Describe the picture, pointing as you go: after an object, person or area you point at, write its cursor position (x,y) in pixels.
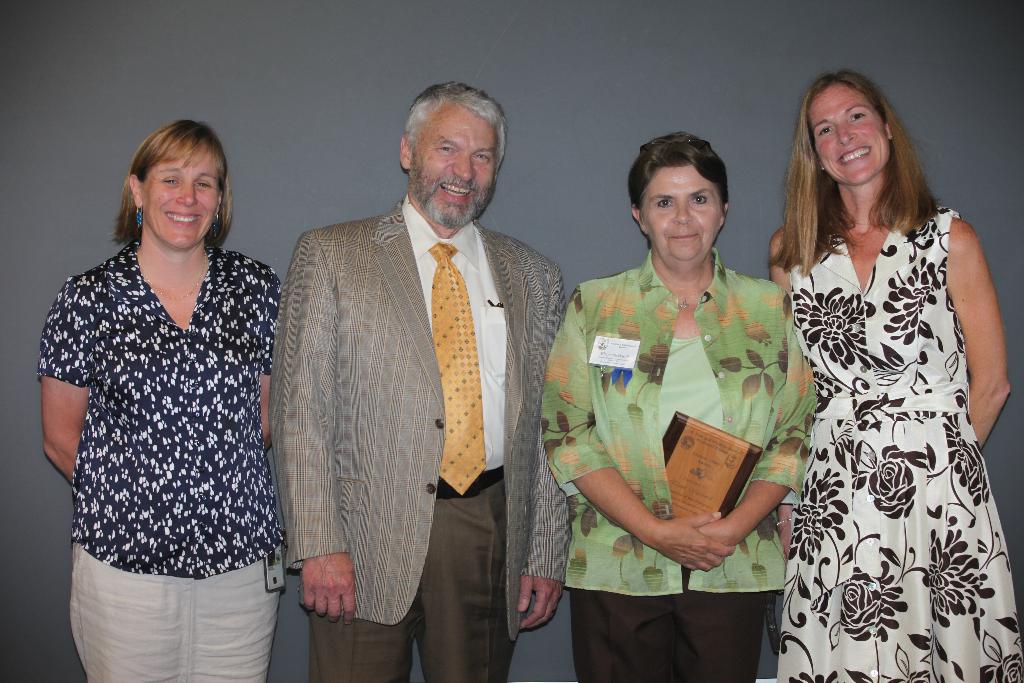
In this image, we can see people (537,262) standing and one of them is wearing an id card (622,352) and holding a plaque (706,503) and there is a person (422,415) wearing a coat (388,398) and a tie (449,342). In the background (512,74), there is a wall (572,77).
